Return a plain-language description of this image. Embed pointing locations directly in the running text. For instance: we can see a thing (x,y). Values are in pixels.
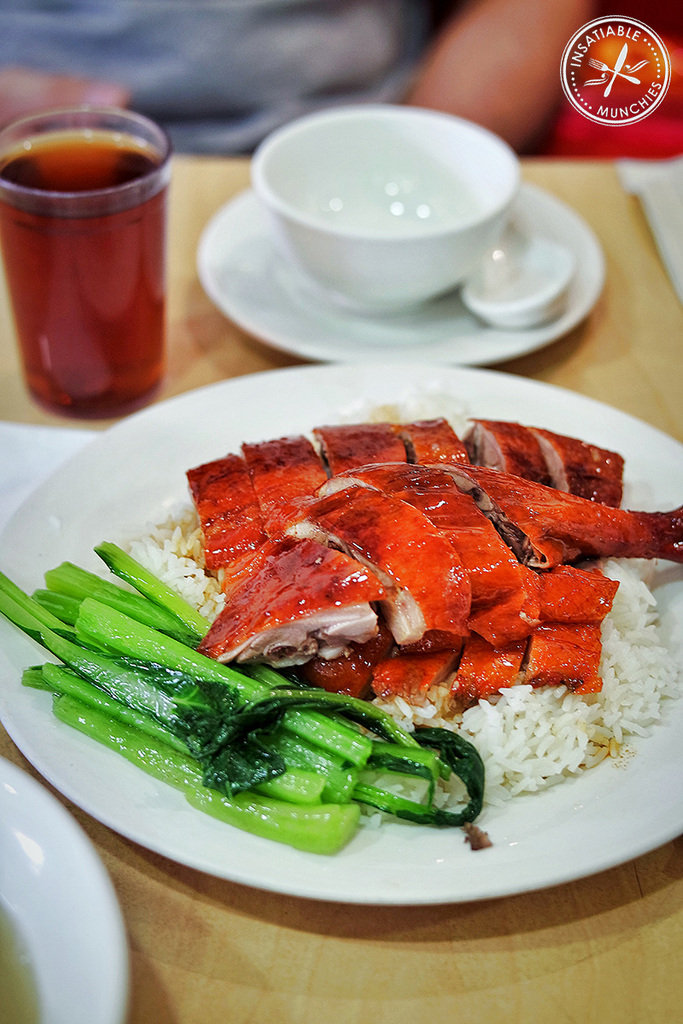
In the foreground of the picture (178,972) I can see wooden table (641,284). I can see a plate (458,838), a cup (404,277) with saucer (273,315) and a glass of juice (12,291) are kept on the table (570,883). I can see the food item (478,642) in the plate (330,395). I can see the hands (530,2) of a person (143,75) at the top of the picture (503,117).
